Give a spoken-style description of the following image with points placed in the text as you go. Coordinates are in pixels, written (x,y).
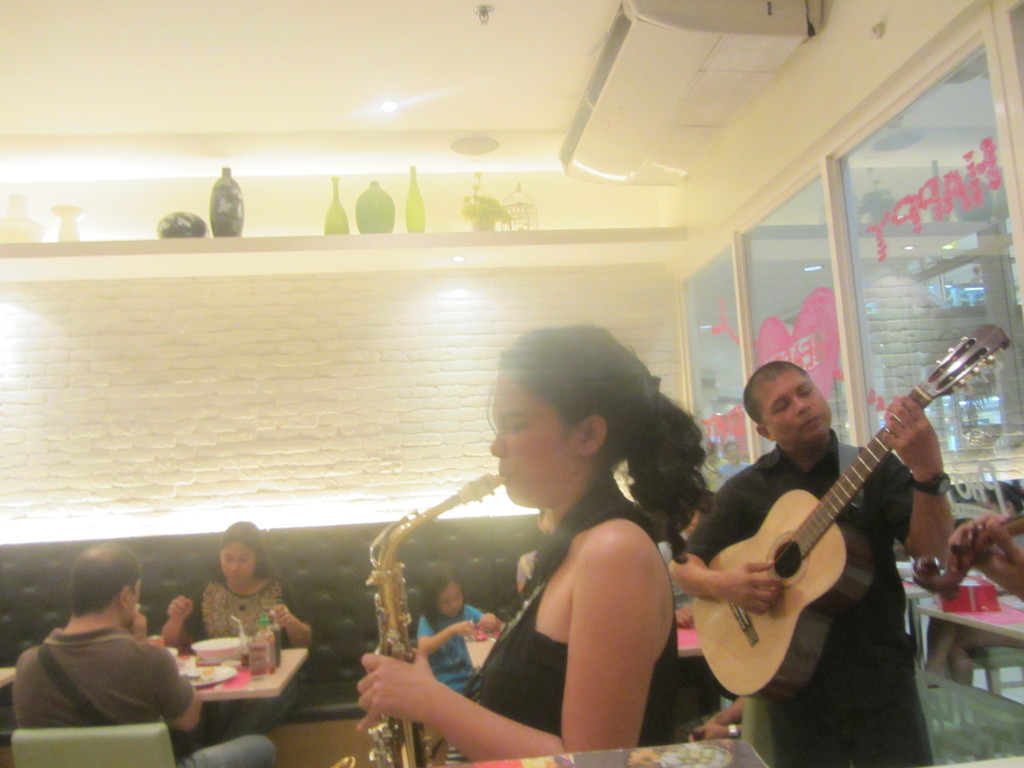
In this picture we can see man (729,511) playing guitar (809,568) and woman (612,446) playing saxophone (495,481) and at back of them some people (228,568) sitting on chair (317,671) and in front of them there is table (255,695) and on table (285,663) we can see bowl (217,648), bottle (277,650), plate (224,665) and in backgrounds we can see wall (231,360), jars (373,214) and bottles (423,215) on rack (421,249).
